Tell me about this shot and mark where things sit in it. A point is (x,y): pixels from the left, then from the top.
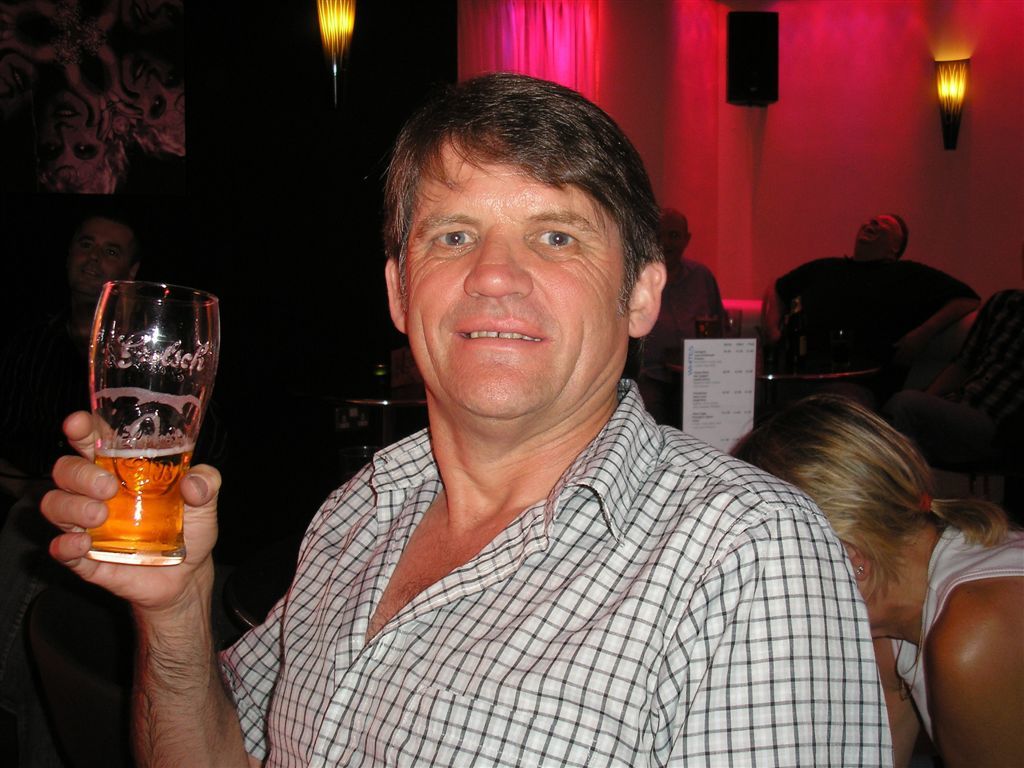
In this image I can see a man (385,558) holding a glass (102,554). I can also see few more people (891,624) in the background (78,227). On this wall (810,185) I can see lights (965,65) and a speaker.
